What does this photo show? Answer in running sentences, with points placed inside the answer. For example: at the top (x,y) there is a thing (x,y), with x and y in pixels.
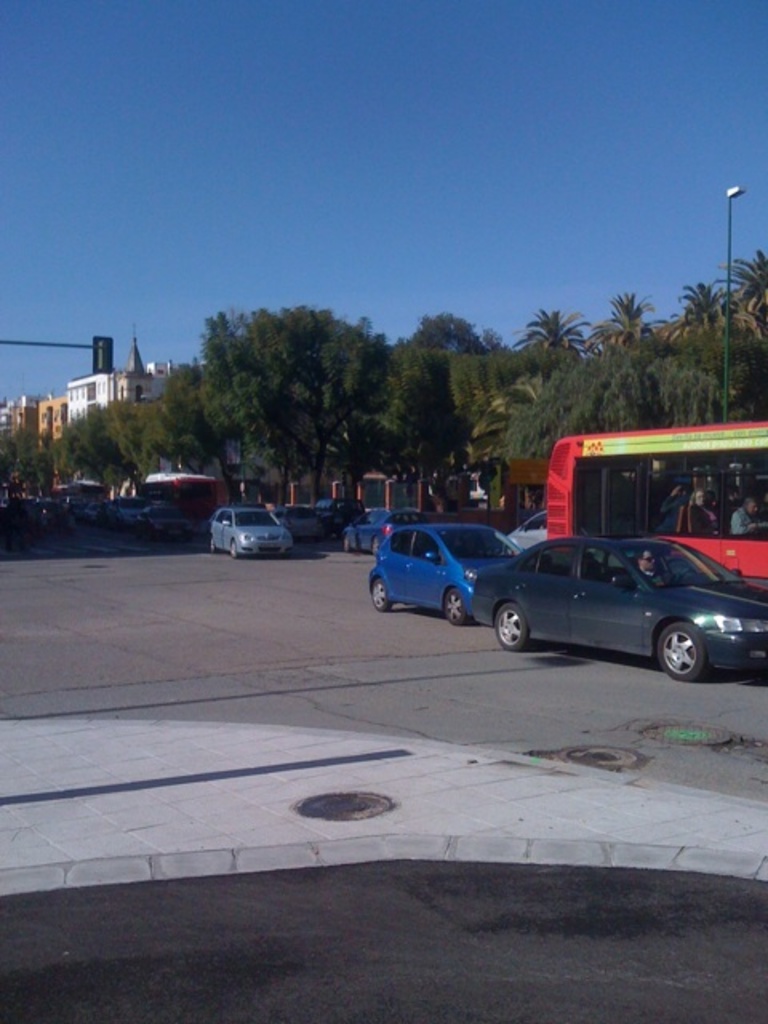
In this image I can see number of cars (371,528), few buses (733,497), number of trees (449,426), few poles (729,281), a light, few buildings (160,383) and the sky (375,223) in the background (419,250).
